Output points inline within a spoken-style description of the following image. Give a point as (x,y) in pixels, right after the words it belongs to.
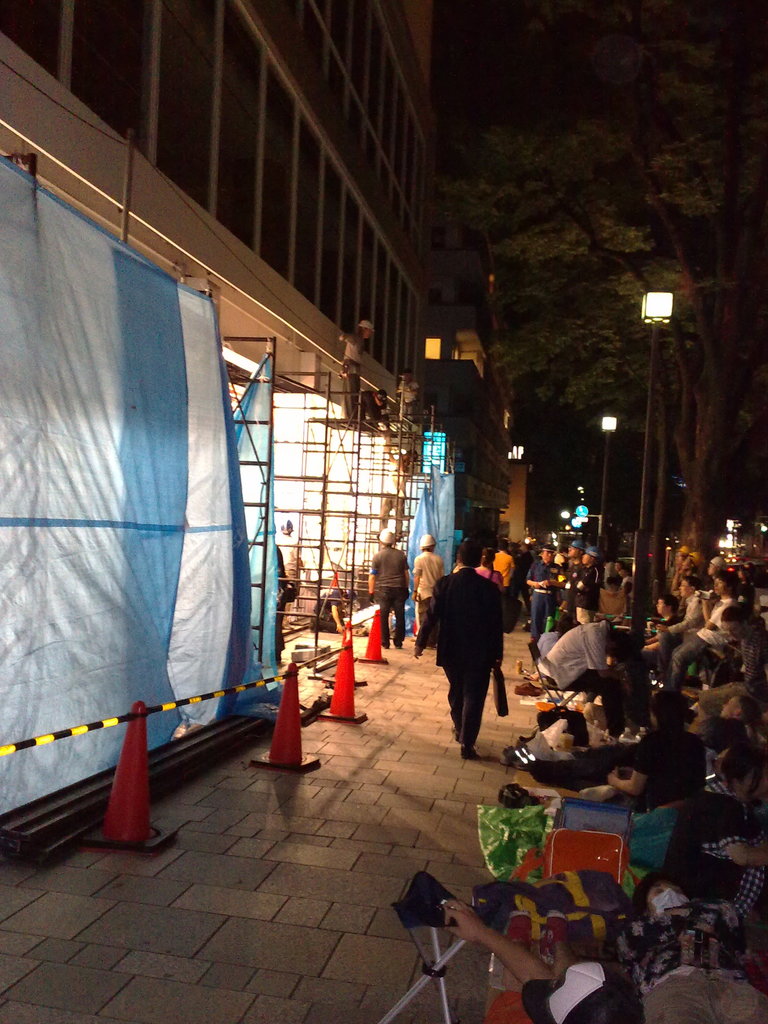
In this picture there is a man (451,600) who is wearing suit (456,628), trouser (470,676) and shoe (467,756). He is also holding a bag (496,680). Beside him we can see group of persons (759,830) sitting on the pavement (429,693) near to the street light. On the left (245,173) there is a building (259,243). Here we can see blue cloth (172,524). On the top right (537,129) there is a tree (600,180). Here we can see traffic cones (109,826).
